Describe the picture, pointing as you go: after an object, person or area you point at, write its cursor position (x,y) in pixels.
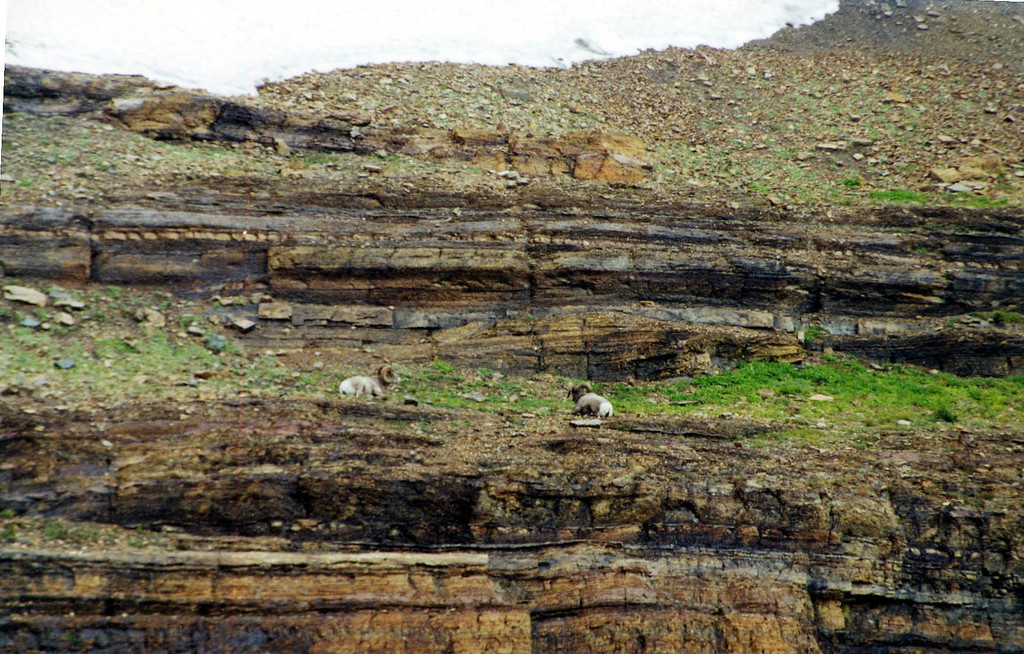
In this picture there is a rock mountain (812,504) and two sheep (359,383) are sitting and resting.
